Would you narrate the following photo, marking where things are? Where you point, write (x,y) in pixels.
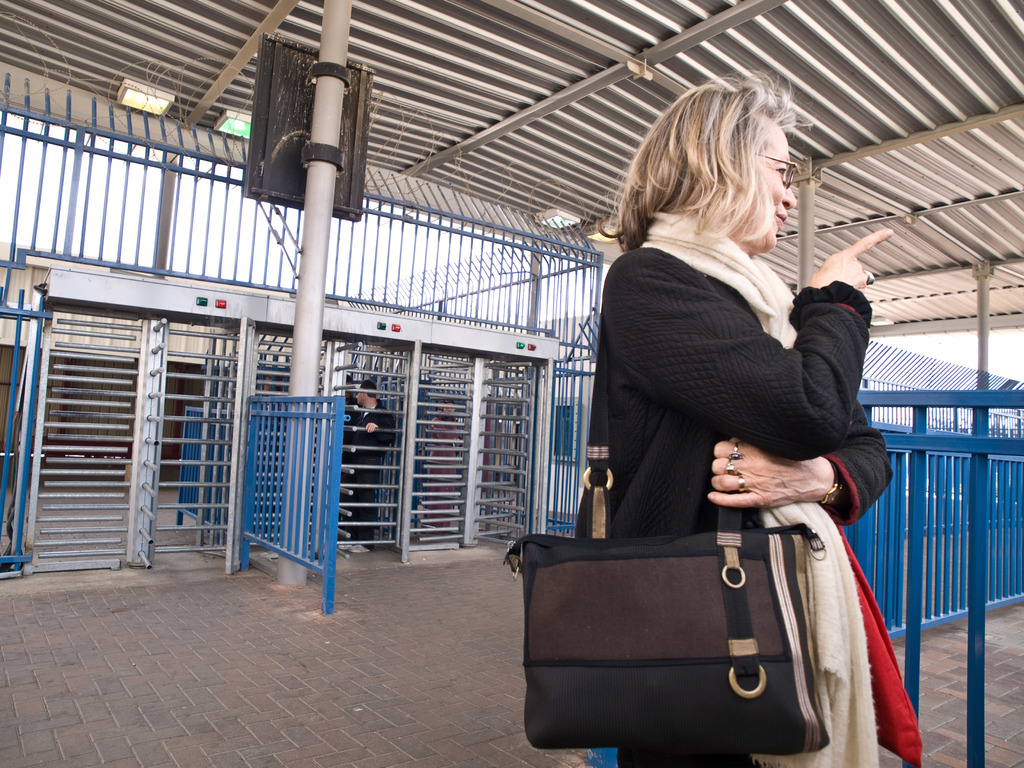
In this image we can see women (691,490) wearing a bag (667,540). At the background (430,503) we can see a iron gate (325,467).
